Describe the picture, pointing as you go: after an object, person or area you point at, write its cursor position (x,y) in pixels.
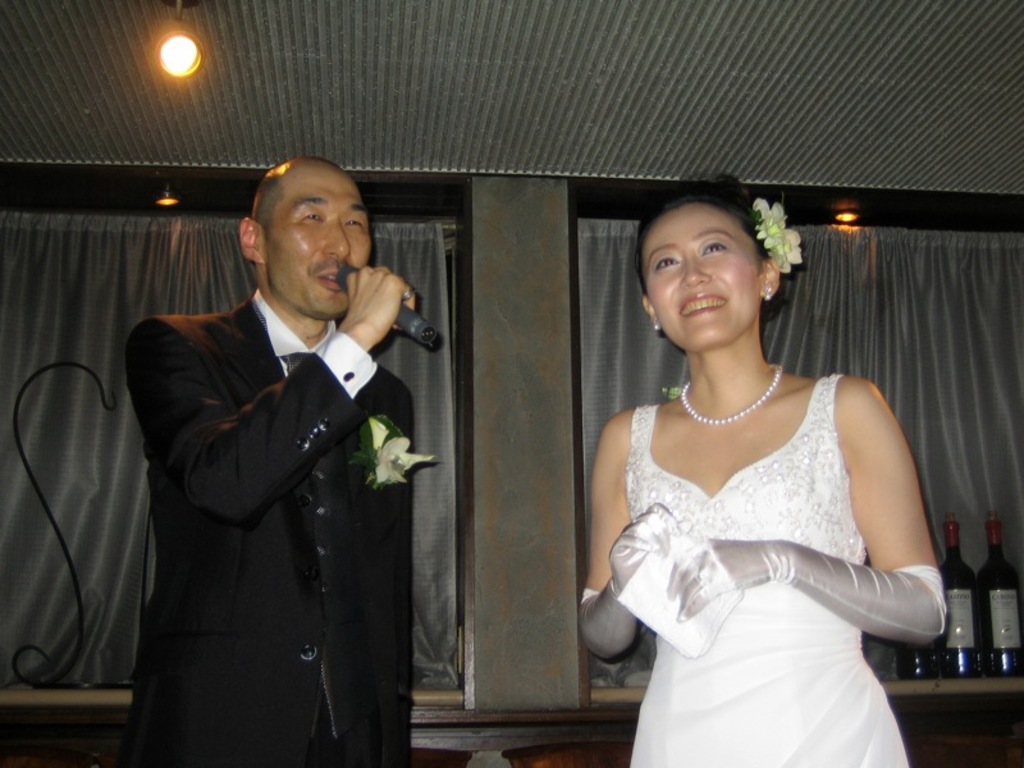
In the foreground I can see a person (284,471) is holding a mike (421,317) in hand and one person (745,653) is holding a kerchief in hand (701,575). In the background (882,667) I can see a rooftop (532,164), light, curtains (3,262), pillar (492,563) and bottles (961,612) on a cabinet (105,744). This image is taken may be in a hall (440,585).
